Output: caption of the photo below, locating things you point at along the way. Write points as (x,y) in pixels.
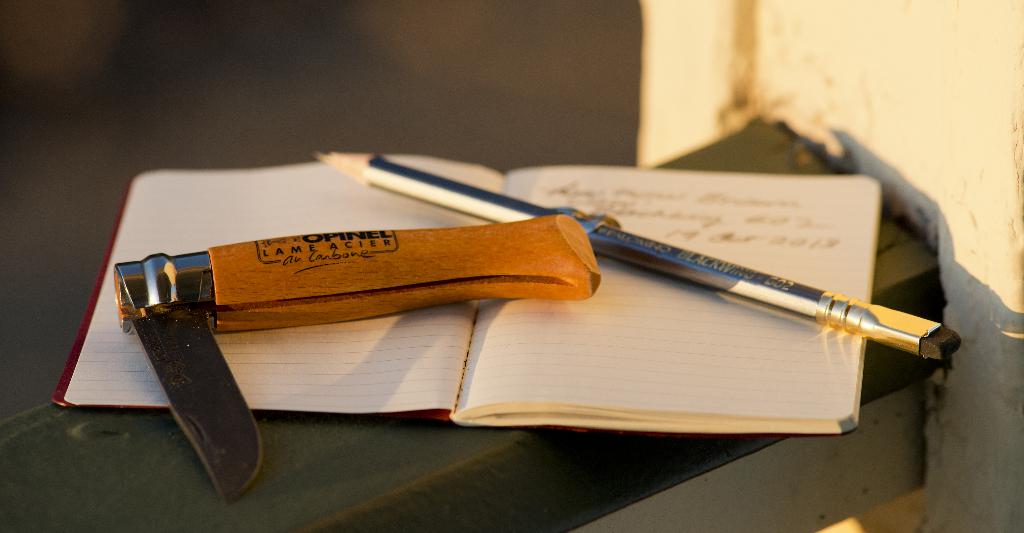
In this image I can see a knife (358,285), a pencil (703,262), a book (595,408).
